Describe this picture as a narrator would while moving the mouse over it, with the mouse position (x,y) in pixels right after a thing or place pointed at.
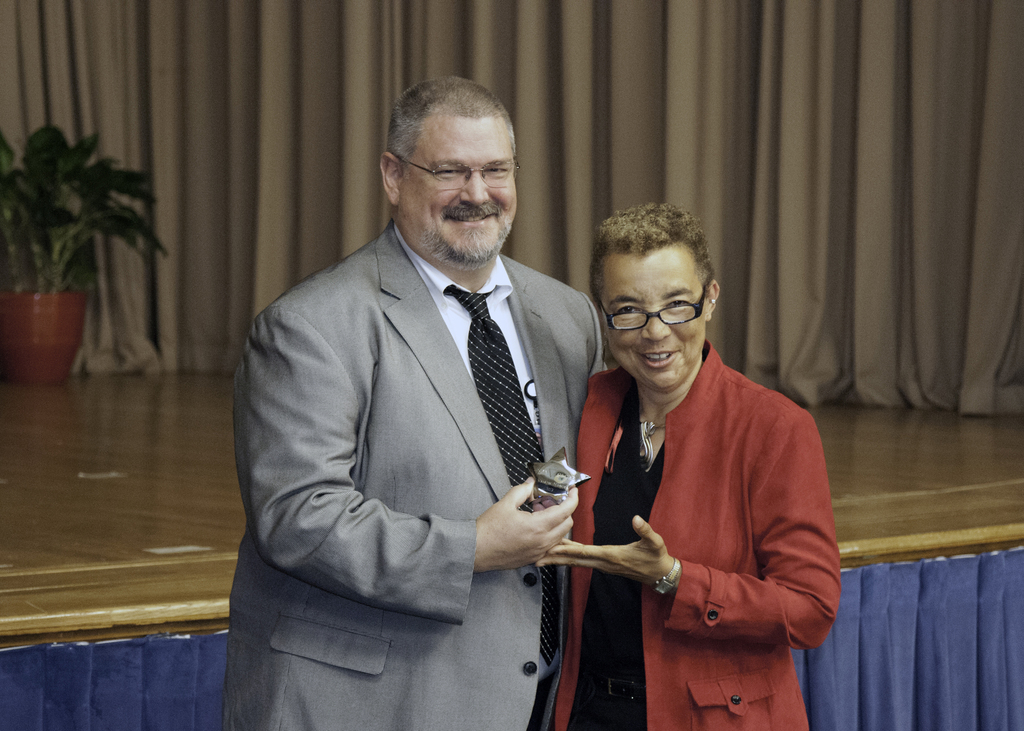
In this picture we can see a man (505,377) and a woman (623,522) standing and holding an award (547,462) in their hands (551,563). There is a blue cloth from left to right. We can see a flower pot (63,372) on the stage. A curtain (958,270) is visible in the background (972,276).
